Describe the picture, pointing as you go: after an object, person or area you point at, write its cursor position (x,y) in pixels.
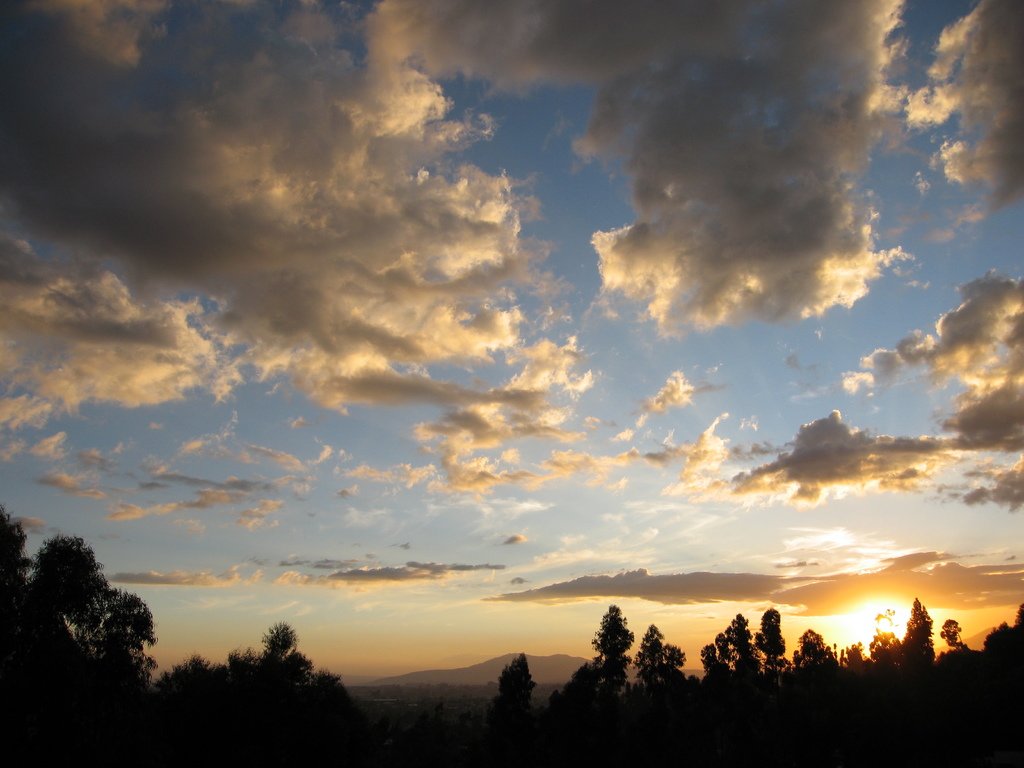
In this image there are trees (917,711) at the bottom (219,718). At the top (25,225) there is the sky (606,429) with some clouds (326,247). On the right side (881,621) bottom there is a sun (881,625).
